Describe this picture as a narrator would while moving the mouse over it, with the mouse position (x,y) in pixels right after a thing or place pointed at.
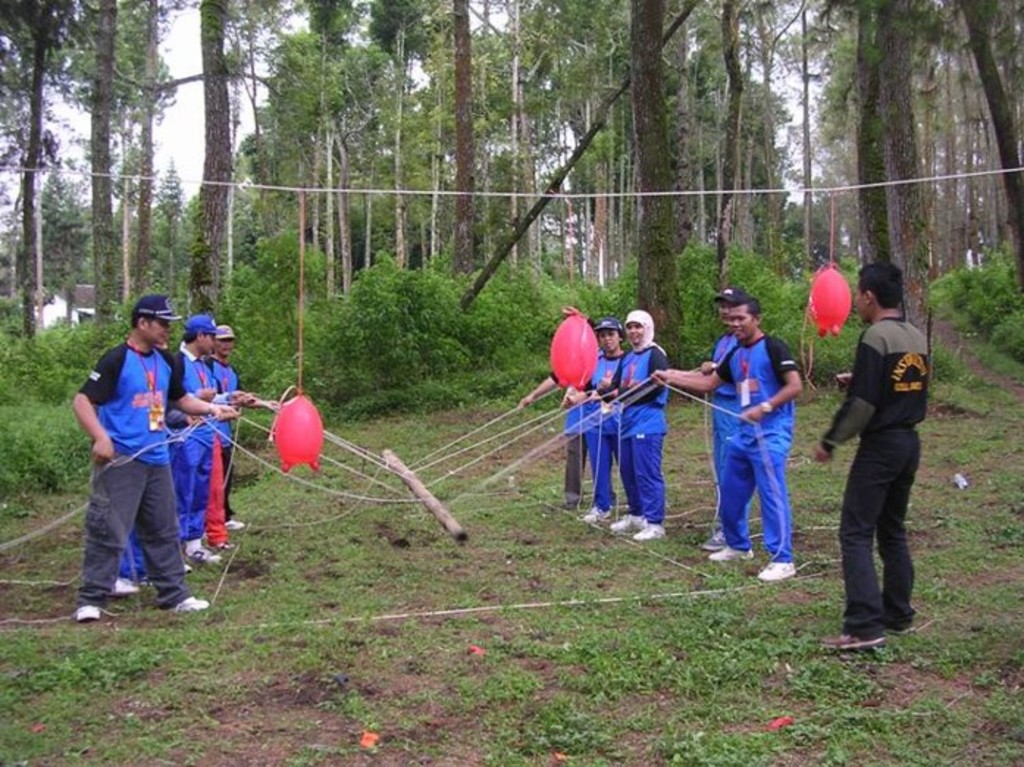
In this picture, there are groups of people (600,386) holding the ropes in both the ends. In the center (423,494), there is a wooden pole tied to it. All the people (715,395) are in blue in color except the man (889,396) towards the right (894,448) and he is wearing black clothes (848,490). At the bottom (543,612) there is grass (472,675) and plants (520,637). On the top (389,186) there are trees (435,218) and plants (526,353). In the center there is a rope (363,190) and a balloons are tied to it.
